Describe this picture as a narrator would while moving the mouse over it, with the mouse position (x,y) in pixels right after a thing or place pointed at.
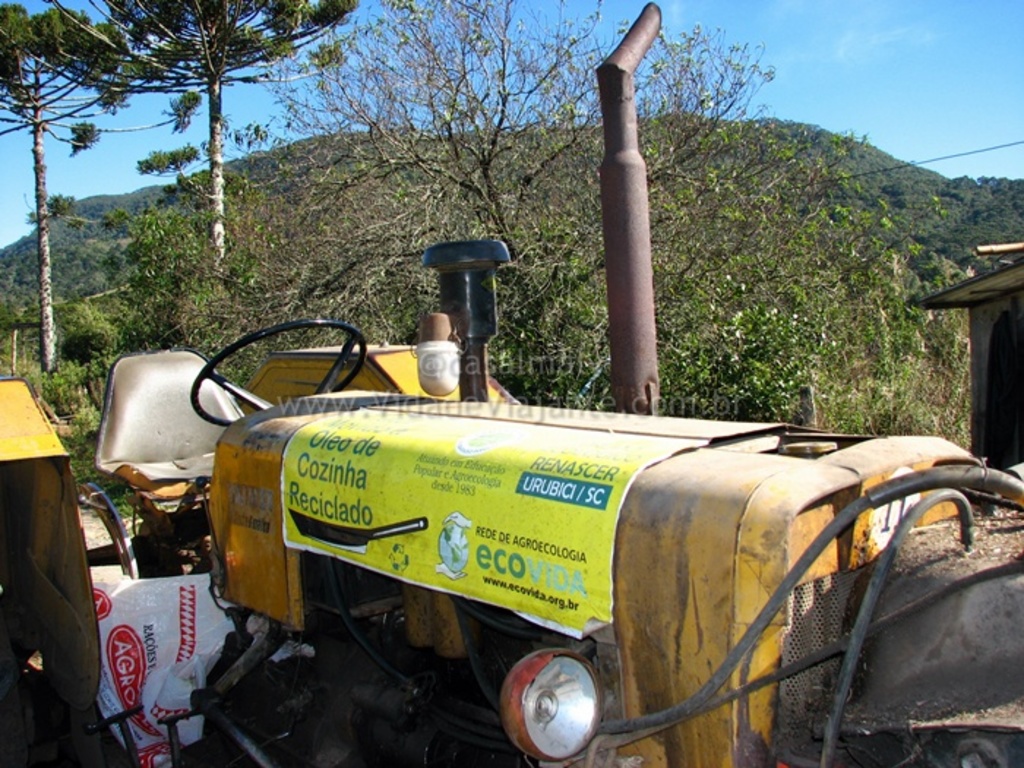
There is a tractor (679,582) at the bottom of this image (539,638). We can see trees (561,287) and a mountain (79,232) in the background (303,99) and the sky (992,97) is at the top of this image (925,60).
